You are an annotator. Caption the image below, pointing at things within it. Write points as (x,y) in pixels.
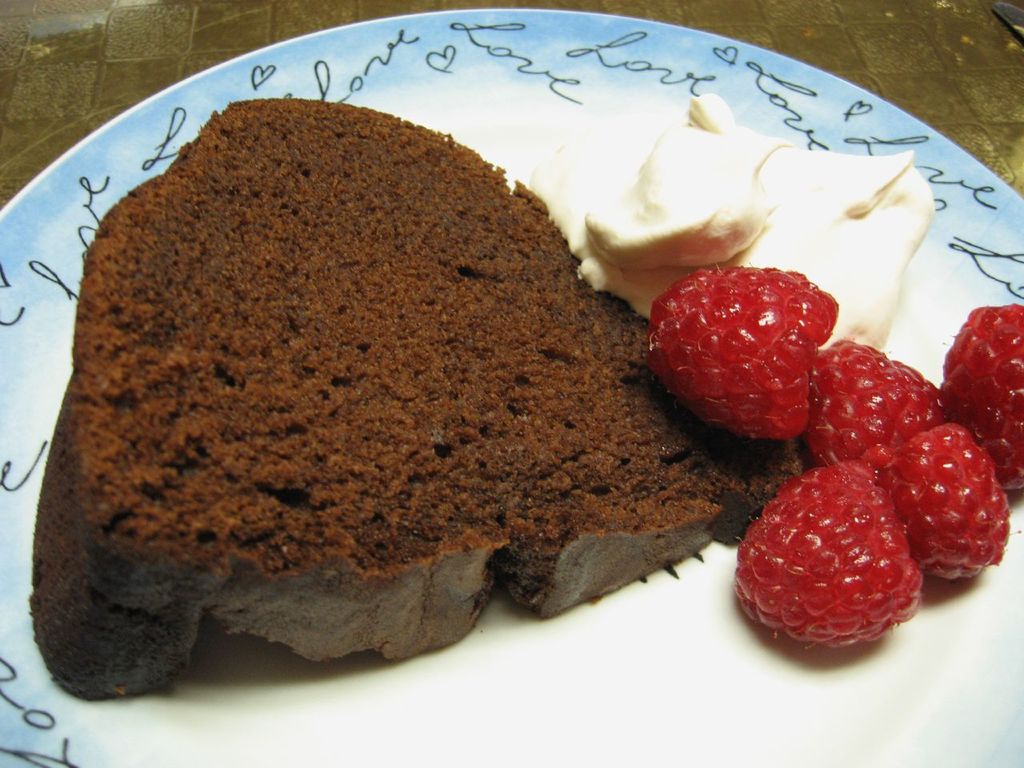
In this image there is a slice of a cake (510,350), cream (621,283), raspberries (747,321) on the plate (546,114).
